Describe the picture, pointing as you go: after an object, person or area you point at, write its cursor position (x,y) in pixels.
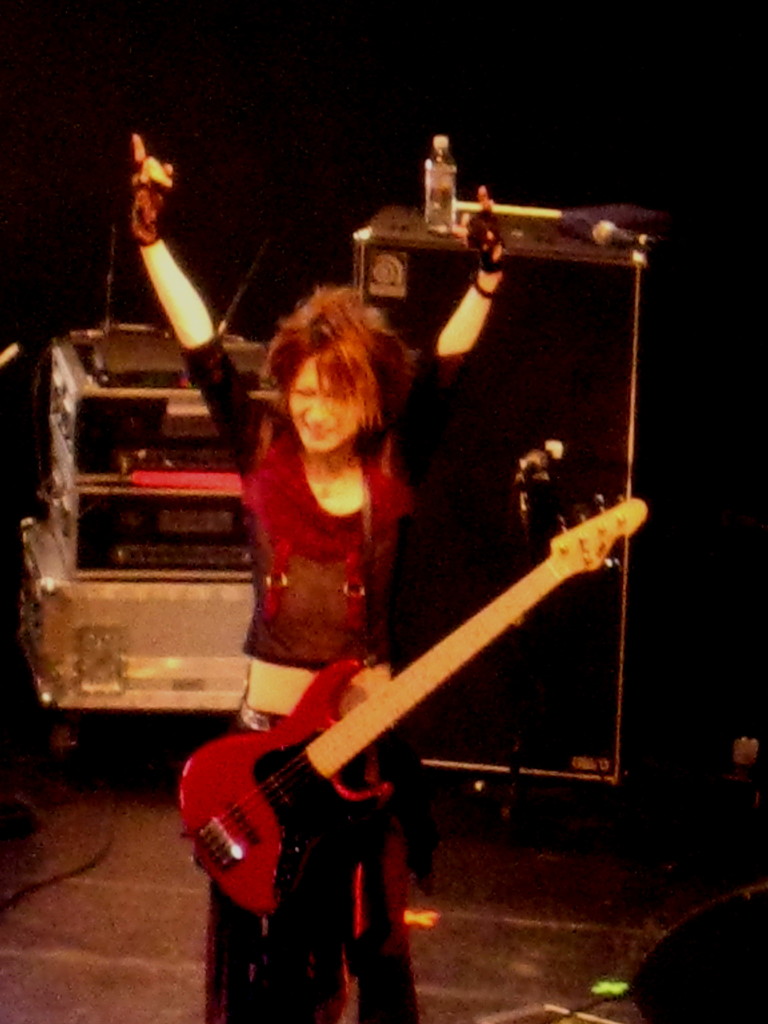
In this image I can see a woman (427,436) is standing and she is carrying a guitar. In the background (405,222) I can see a water bottle (441,169) and a speaker (596,278).
